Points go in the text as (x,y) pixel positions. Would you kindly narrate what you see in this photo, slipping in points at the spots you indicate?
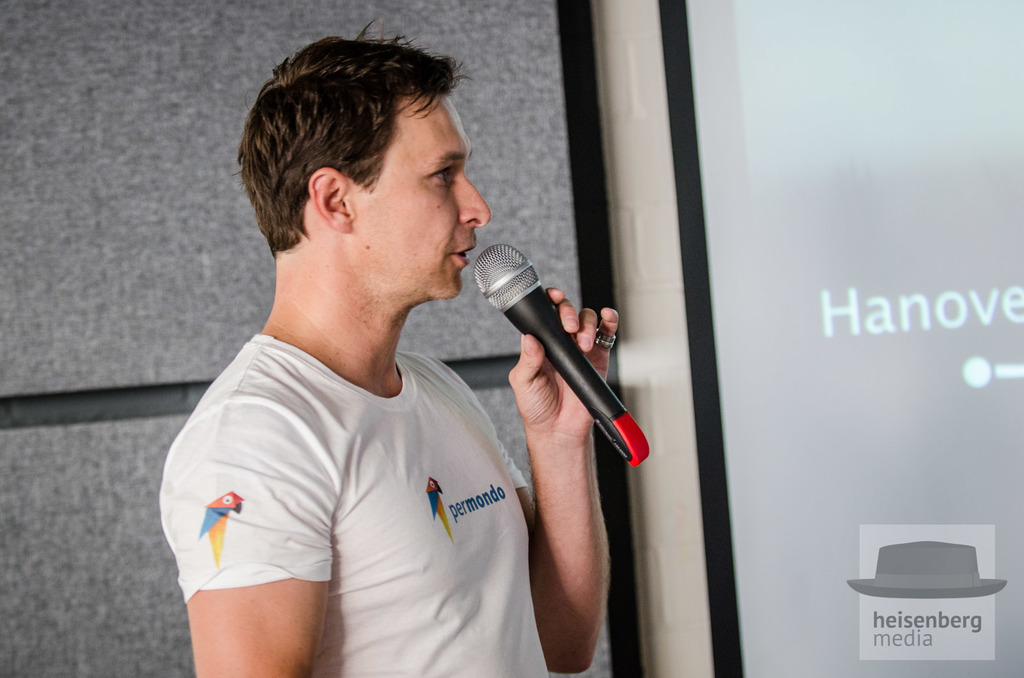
here we can see that a person (336,185) is standing and holding a microphone (557,362) in his hands (551,389) and he is speaking, and here is the wall (23,164).
